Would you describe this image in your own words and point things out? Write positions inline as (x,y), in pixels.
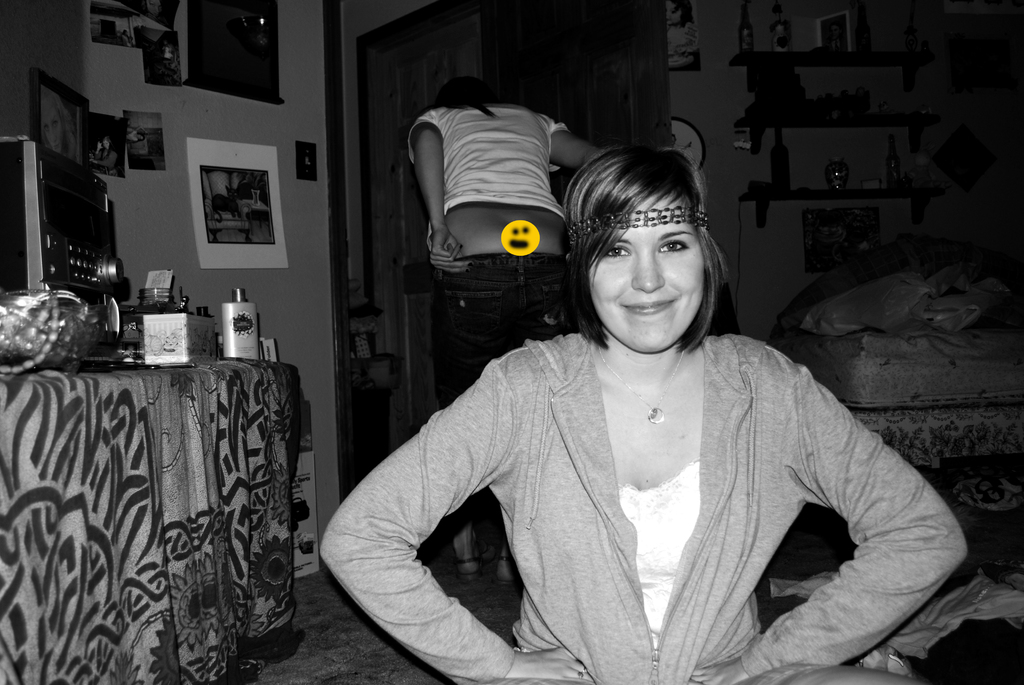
This is a black and white image. Here I can see a woman (617,609) sitting. smiling and giving pose for the picture. In the background (456,243), I can see another person (439,190) is standing. On the left side (44,485) there is a table (237,400) which is covered with a cloth (29,505). On the table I can see a stereo (68,203) and some more objects (169,356). To the right side (956,403) there is a bed (885,372). In the background (133,139), I can see few posters (154,155) are attached to the wall (281,108) and also there is a rack (869,56) in which few bottles (776,184) are arranged.
